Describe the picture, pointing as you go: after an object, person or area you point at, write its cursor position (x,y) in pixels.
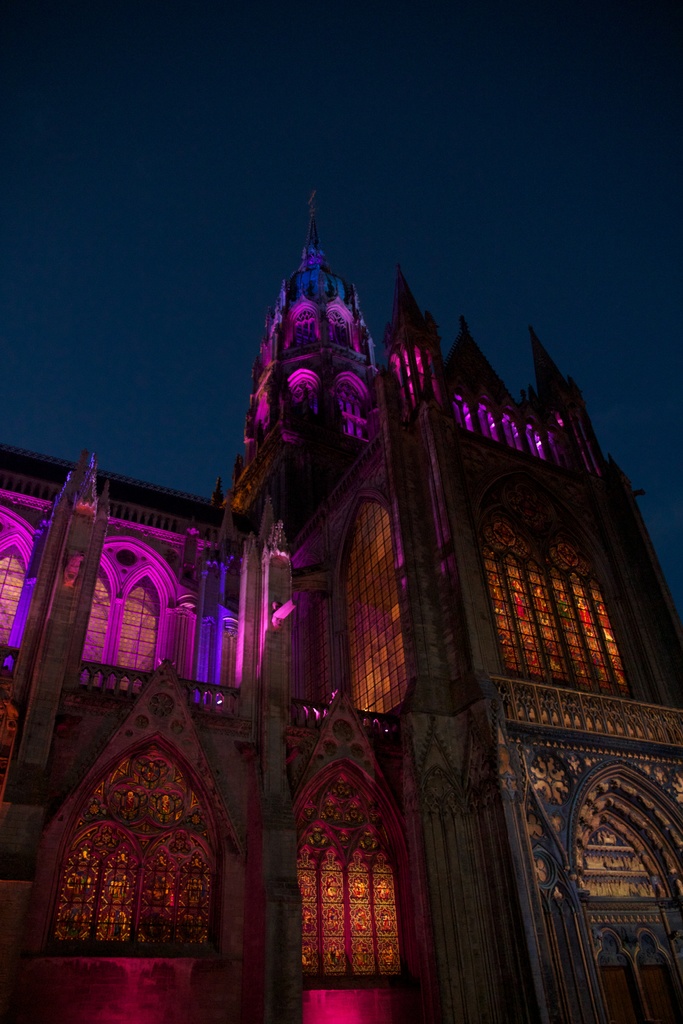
In this image we can see a building (447,718) and there is a sky (194,261) in the background (205,263).
